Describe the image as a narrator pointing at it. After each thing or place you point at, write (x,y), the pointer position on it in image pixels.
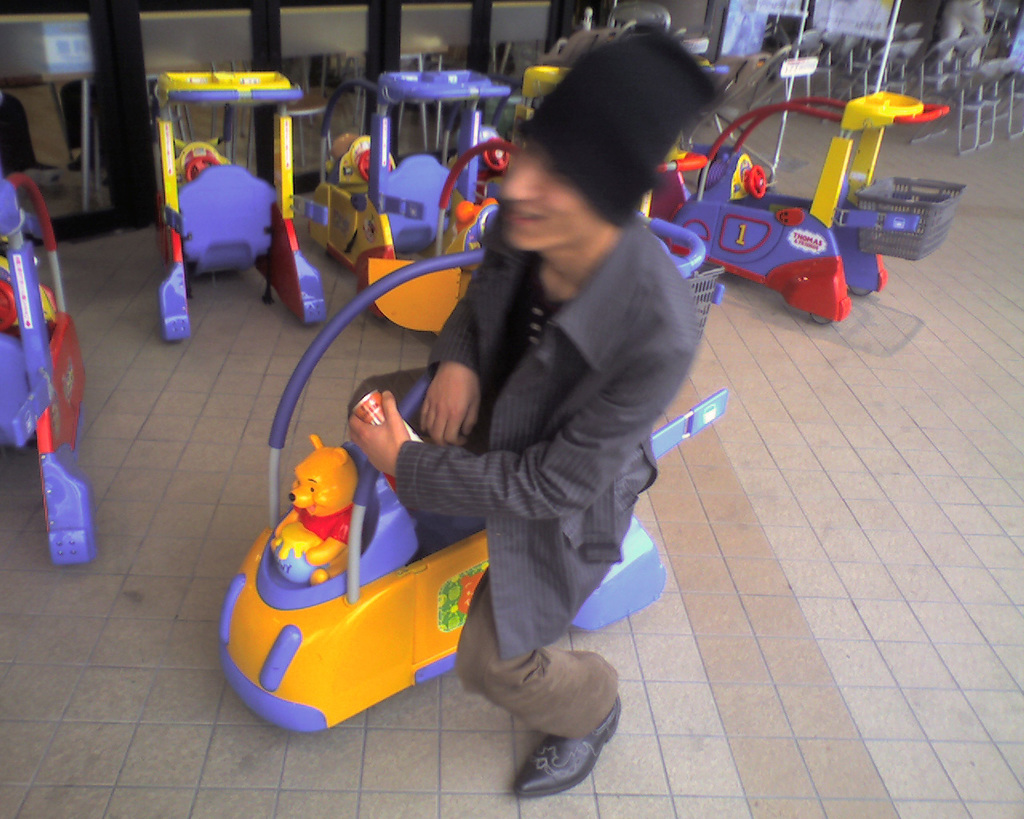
In this picture, there is a person (448,479) sitting on the toy vehicle (381,515). He is wearing a blazer (542,570) and trousers (558,718). In the background (25,385), there are few more toy vehicles (808,213). On the top right (929,56), there are chairs (979,96) which are in grey in color.
